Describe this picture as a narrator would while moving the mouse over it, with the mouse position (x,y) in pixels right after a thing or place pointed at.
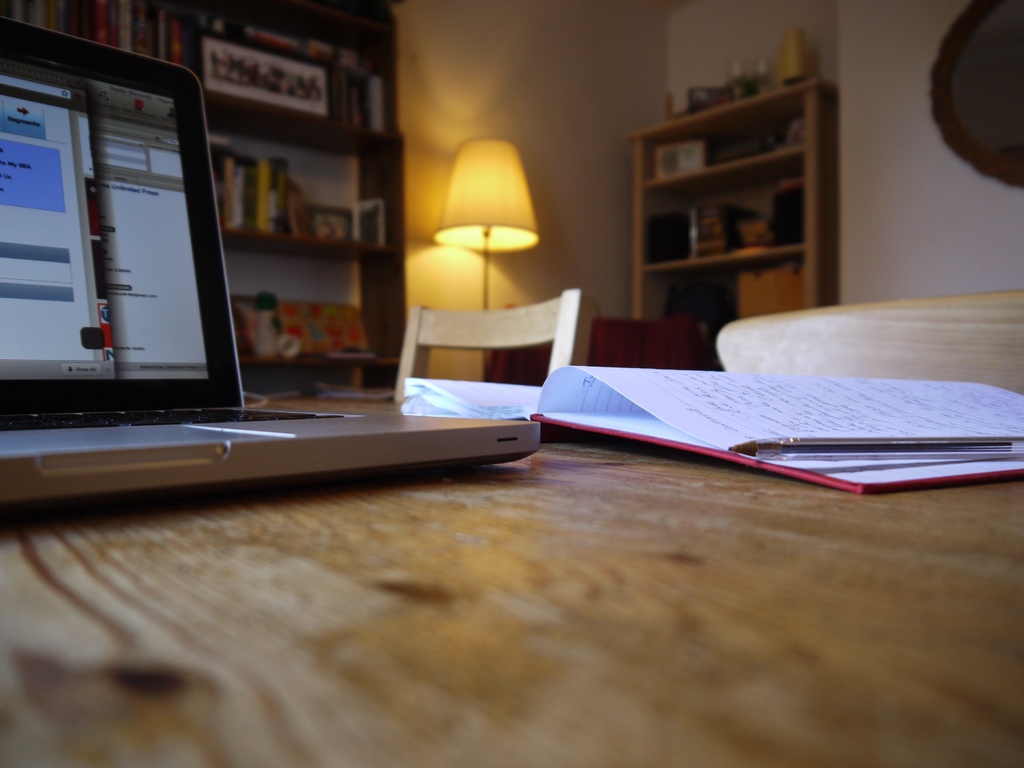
This image is taken inside a room (706,317). At the bottom of the image (512,544) there is a table (454,557) and top of that a book (821,424), a pen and a laptop (121,398) is present on it. At the background (632,314) there is a wall (866,12), a book shelf (724,169) and few books (239,205) in it and a lamp (529,218) with an empty chairs (973,311).
